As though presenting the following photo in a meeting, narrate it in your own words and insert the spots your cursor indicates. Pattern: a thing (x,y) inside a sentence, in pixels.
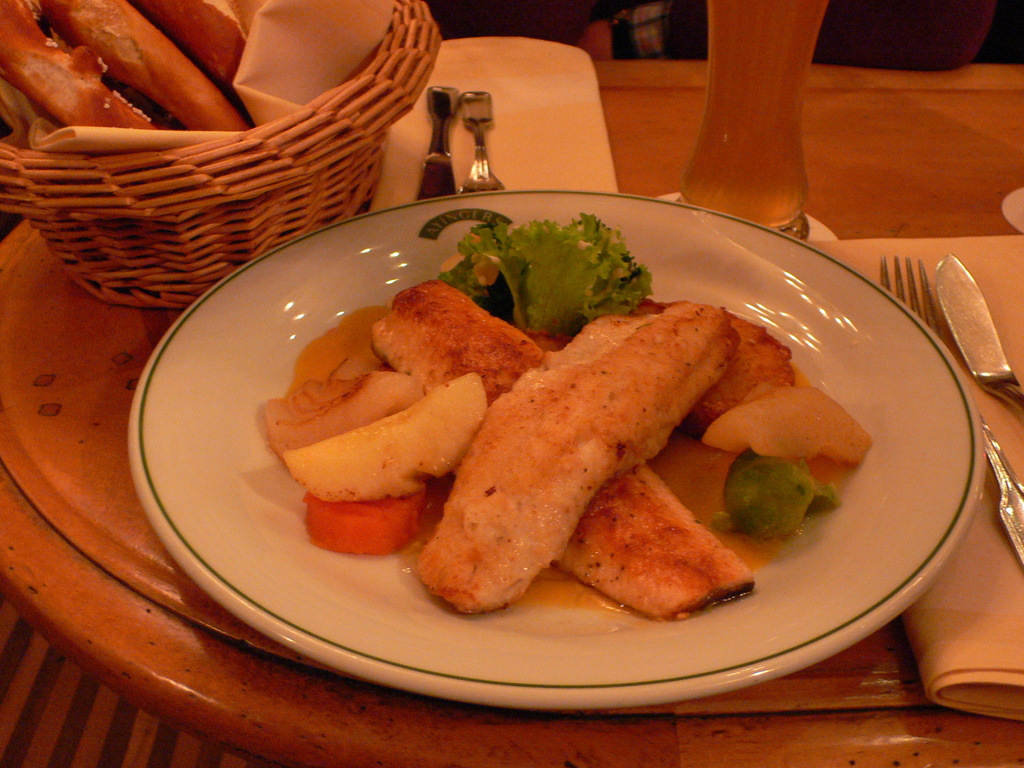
The picture consists of a wooden table (951,160), on the table (778,694) there are plate (873,386), basket (213,254), clothes (511,108), knives (968,294), plates (727,288), spoons (483,129), drink (771,195) and various food items (166,47). At the top (641,37) there is a person (609,43). At the bottom (64,716) towards left (74,729) it is floor (69,737).
